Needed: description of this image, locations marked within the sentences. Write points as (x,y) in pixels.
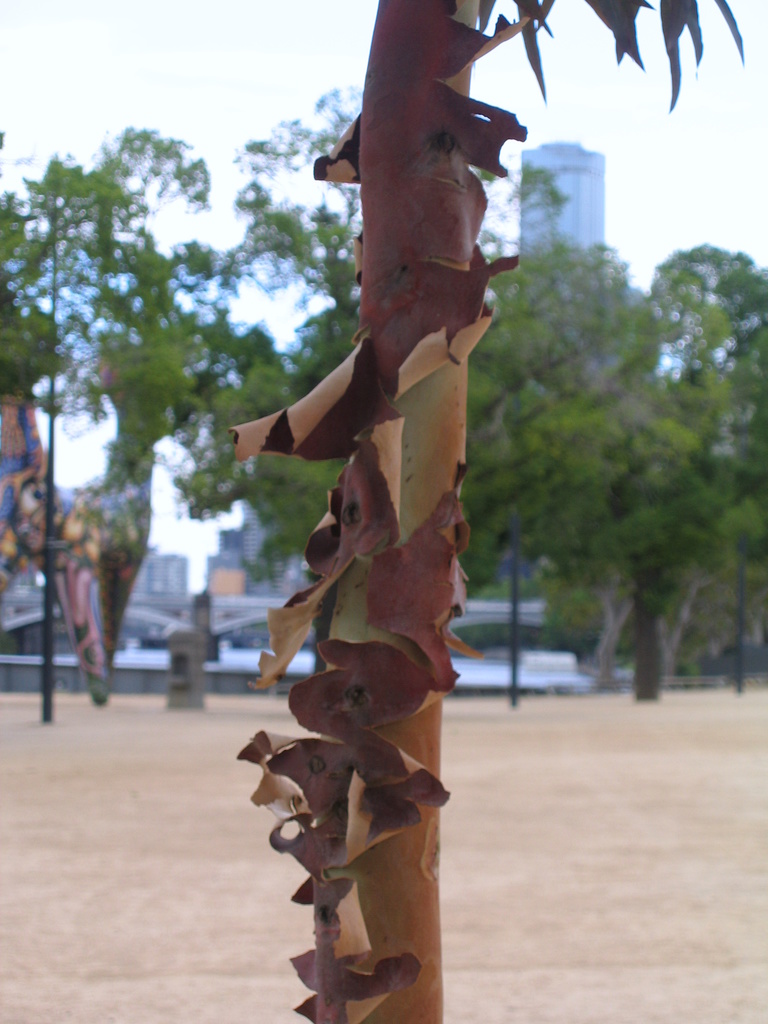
In this image I can see a tree (373,732) which is brown, green and cream in color. In the background (106,306) I can see few trees (645,485) which are green in color, the ground (163,999), few poles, a bridge (260,607), few buildings (291,591) and the sky (588,115).
